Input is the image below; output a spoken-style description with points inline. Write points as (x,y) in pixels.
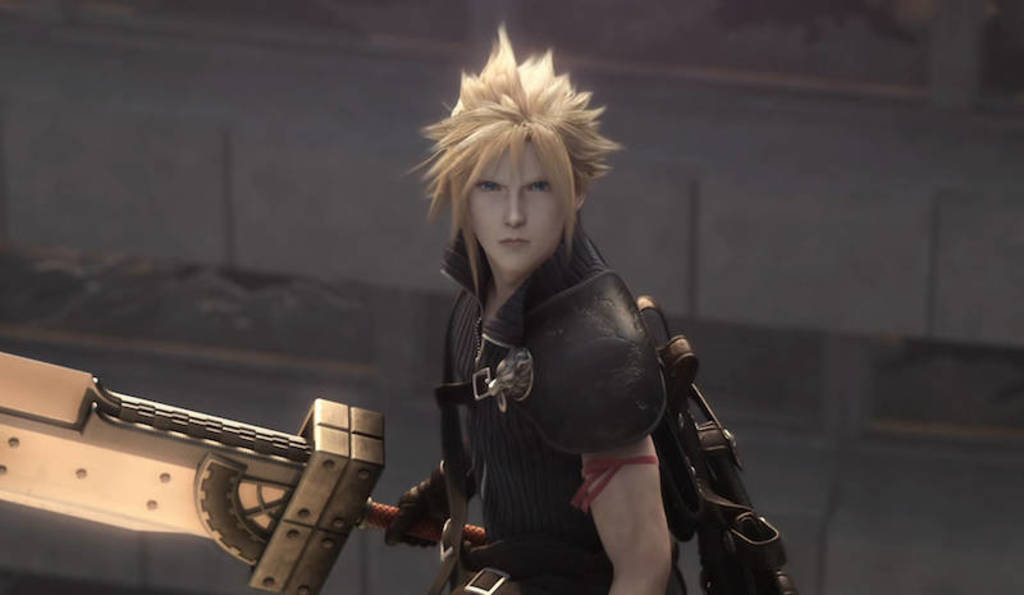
This picture seems to be an animated image. In the center (445,268) there is a person (475,461) wearing black color dress (560,488) and holding an object (238,453) and wearing a backpack (774,530). In the background (726,374) there is a wall (718,270).
